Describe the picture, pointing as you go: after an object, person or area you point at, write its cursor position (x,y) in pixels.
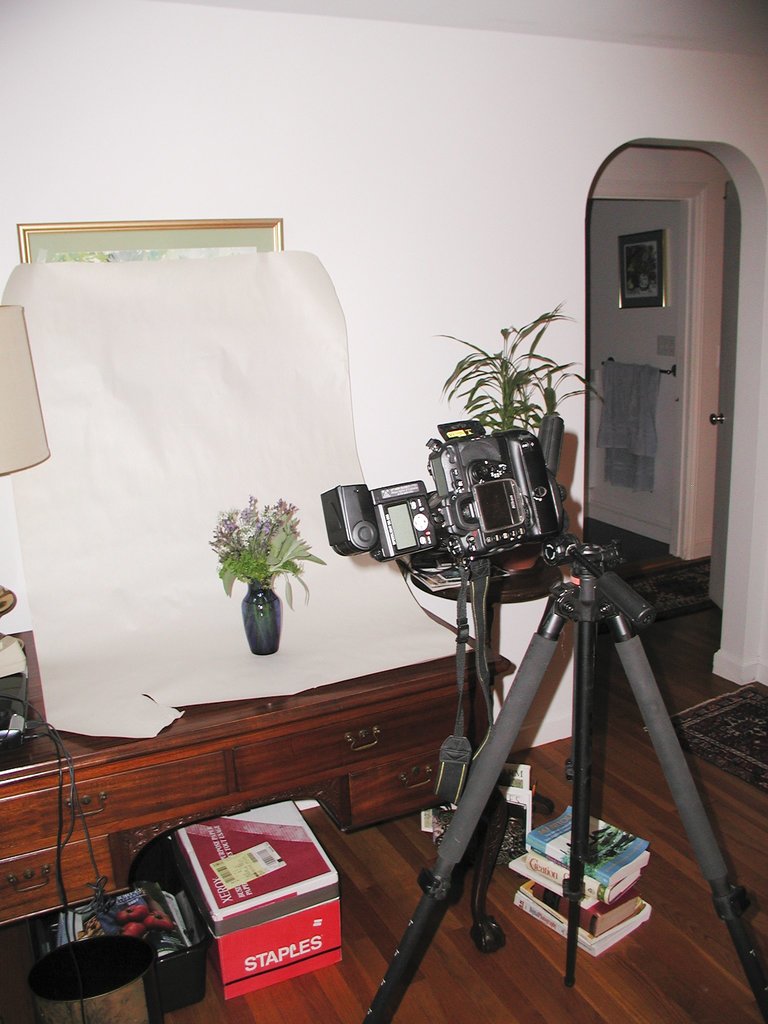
This picture shows camera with a stand (560,557) and we see a plant (560,310) and flower pot (255,613) and we see few books (613,909) and a box (318,952) on the floor (390,842) and we see a photo frame (637,267) on the wall (543,297) and a towel (637,388).
